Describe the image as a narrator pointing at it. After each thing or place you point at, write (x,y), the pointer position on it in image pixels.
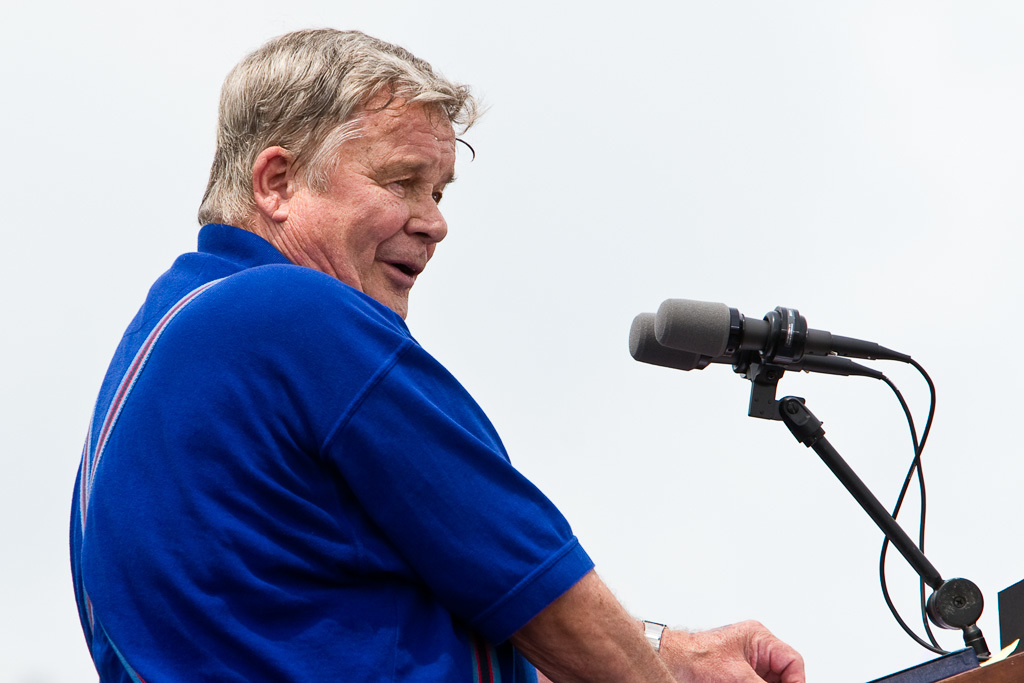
In this image I can see a man (241,317) standing in-front of microphones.
